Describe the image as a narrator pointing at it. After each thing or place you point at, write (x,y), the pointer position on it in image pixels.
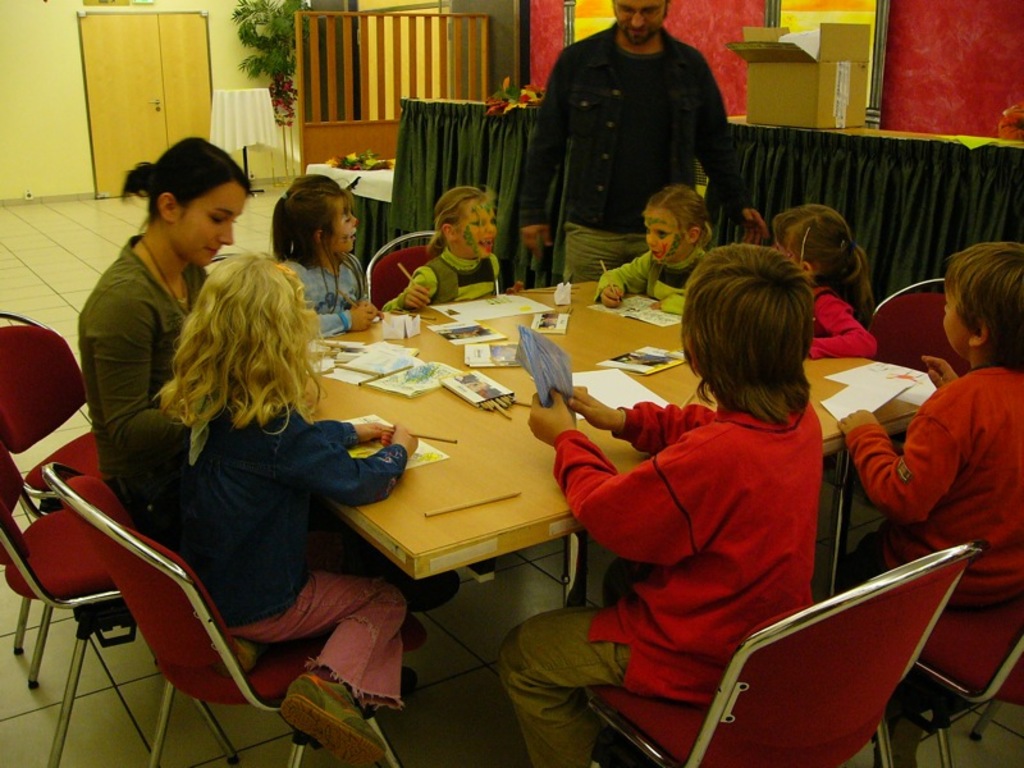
There are seven kids (335,460) and a woman (195,251) on the chair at the table (583,572). Behind them there is a man (598,149) standing over here and wall (16,128), doors (124,117), plants (292,19) and a carton box (860,117) on the table (896,140) and frames (597,16). On the table (513,465) there are papers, sketches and pencils (501,411).
